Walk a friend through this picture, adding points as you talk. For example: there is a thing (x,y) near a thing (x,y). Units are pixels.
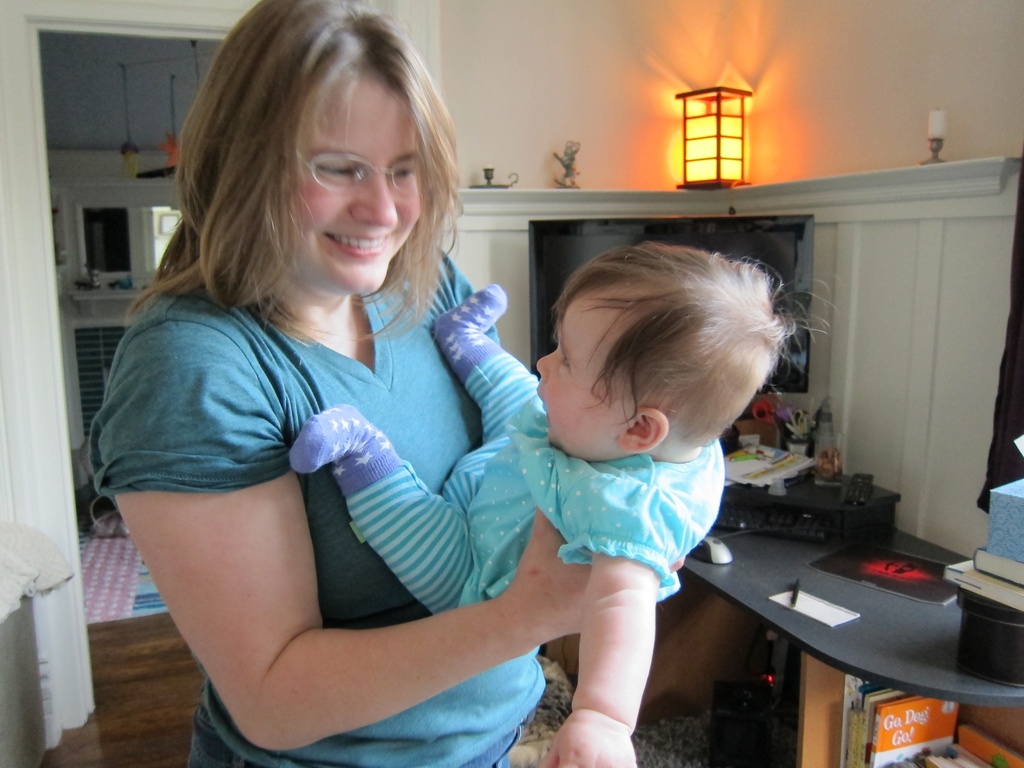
In this picture we can see woman (278,726) smiling and carrying child (531,448) with her hand (589,603) and in background (88,253) we can see window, light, table (894,648), mouse (710,542), sheets (836,621), books (948,724).
